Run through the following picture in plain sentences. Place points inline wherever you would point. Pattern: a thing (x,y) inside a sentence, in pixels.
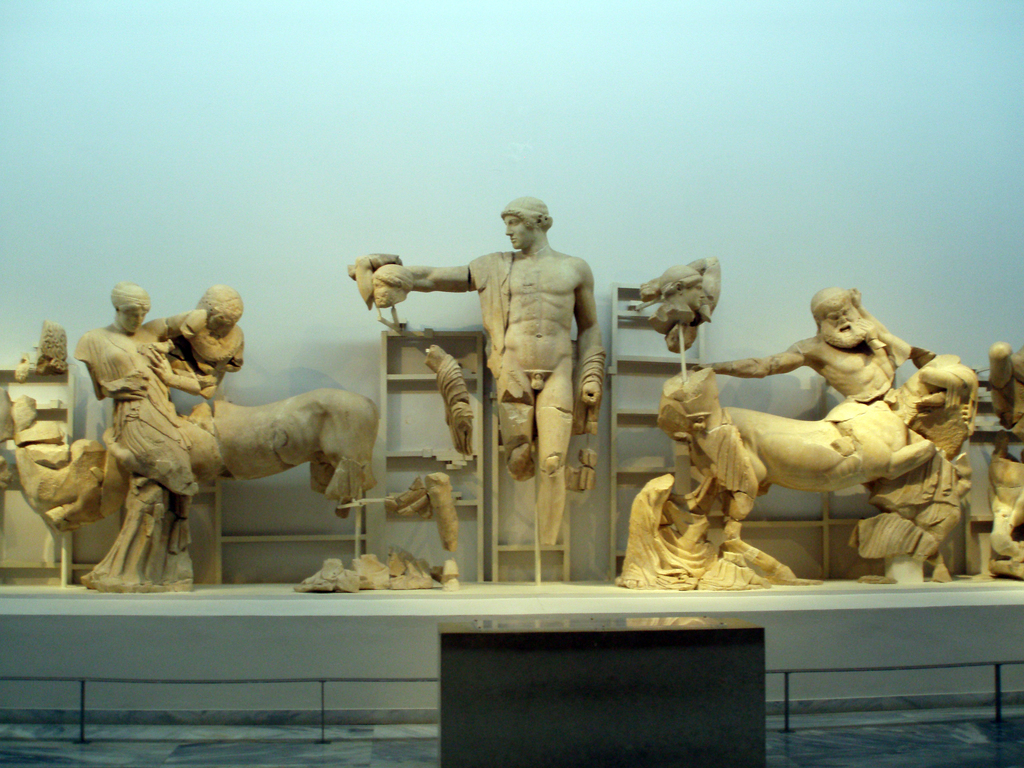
In this image I can see few statues (687,339) in cream color and they are on the white color surface (676,603). Background (652,20) is in blue and white color.
